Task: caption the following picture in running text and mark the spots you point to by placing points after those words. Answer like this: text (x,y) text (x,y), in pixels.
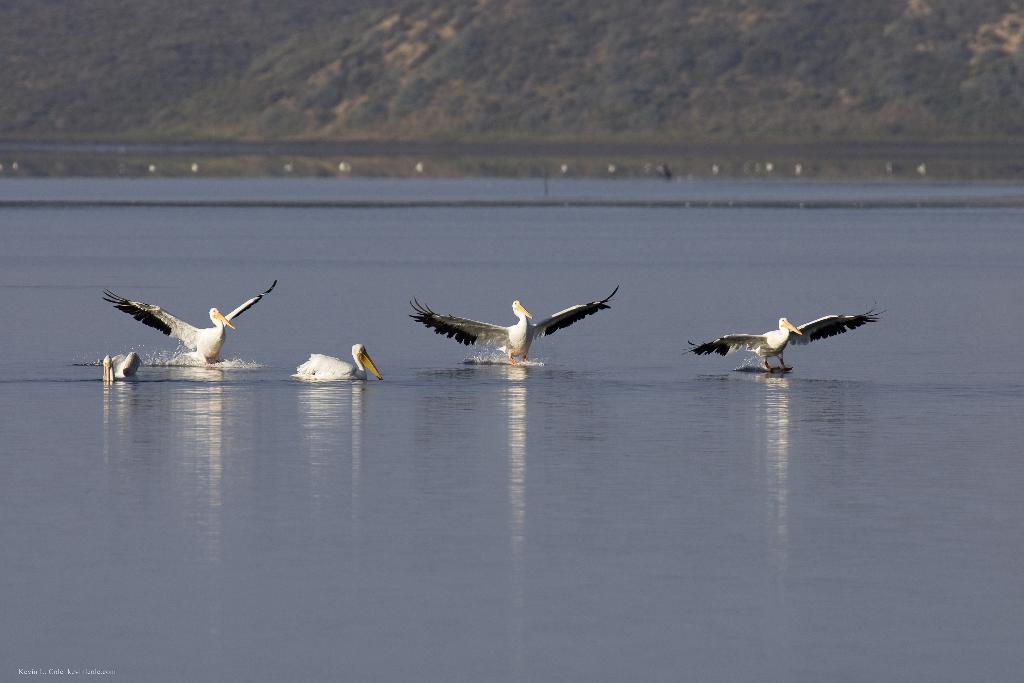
In the image there are few birds (212,333) swimming in the water (494,354) and behind the water (83,182) there is a mountain (680,11).
